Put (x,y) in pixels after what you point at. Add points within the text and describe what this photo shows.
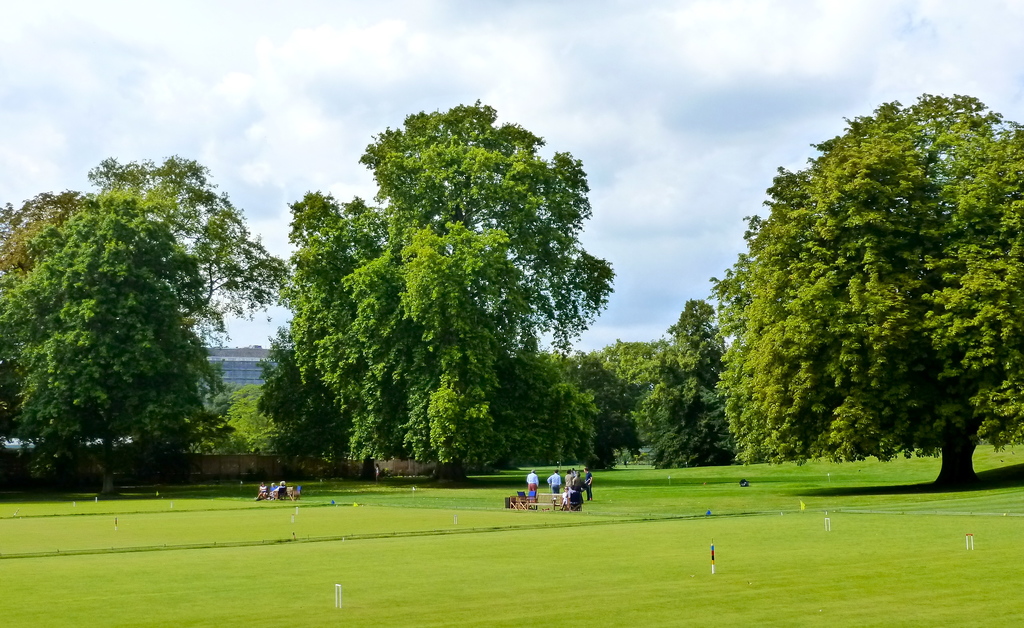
In the image the land (356,515) is totally covered with grass (356,534) and in the middle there are few people (552,484) standing and there are trees (164,368) in the background (675,397) all over the image and above its sky (703,108) with clouds (373,91).
